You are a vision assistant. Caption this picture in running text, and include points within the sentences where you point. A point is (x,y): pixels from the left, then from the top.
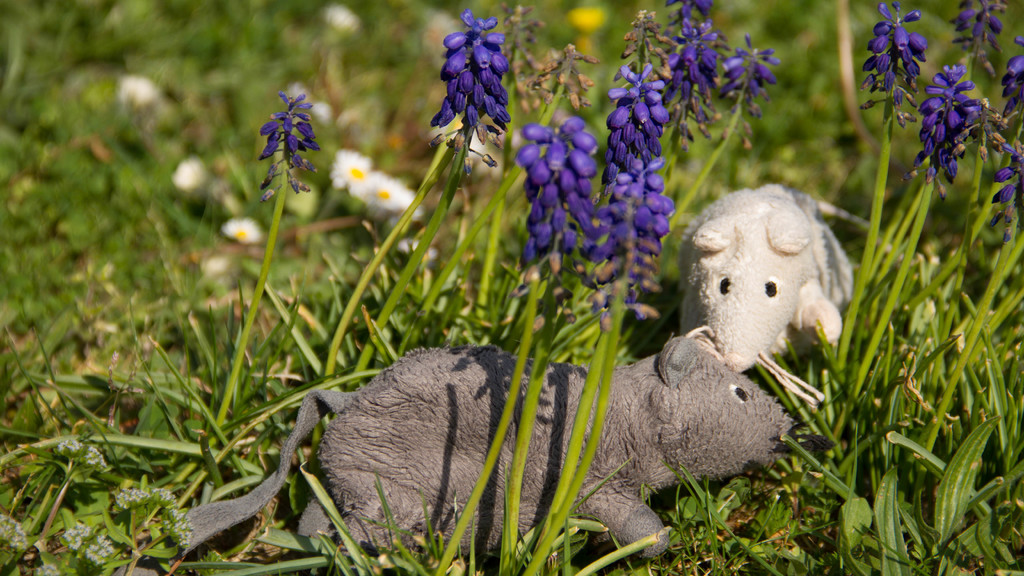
In the center of the image (680,379) there are depictions of rats (680,379). There are flower plants (609,234). There is grass (215,493).
